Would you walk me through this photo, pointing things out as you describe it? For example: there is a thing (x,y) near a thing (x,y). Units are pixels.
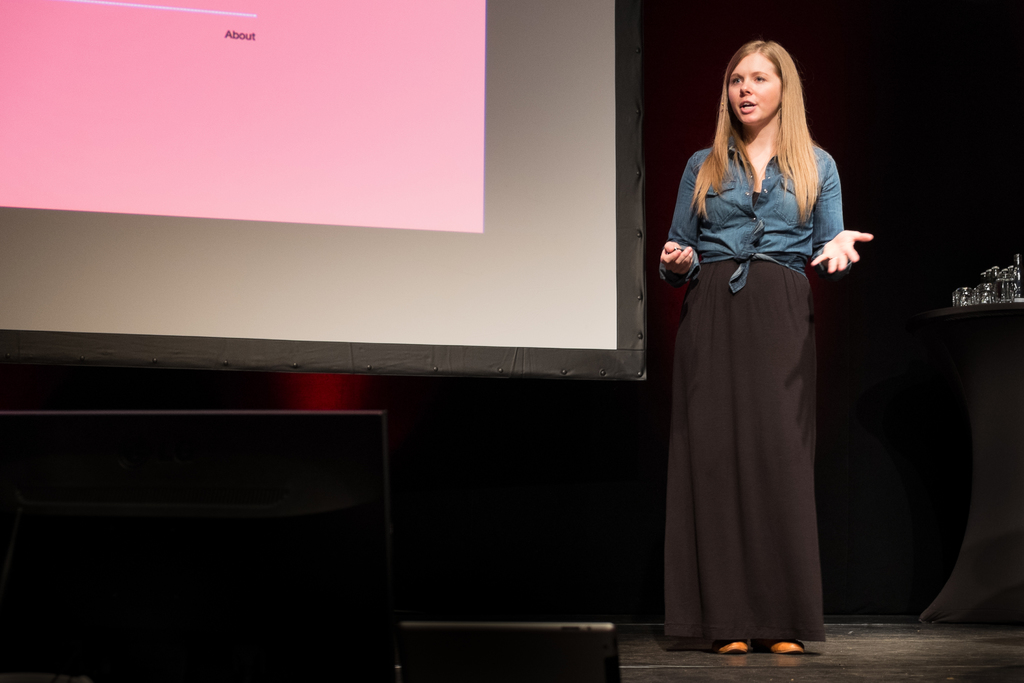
In this image, we can see a person (680,401) standing. We can also see a table (1001,308) with some objects (965,300) on the right (975,610). We can see the ground (969,629). We can see some black colored objects (208,593). We can see a projector screen (608,298) and the background (693,68) is blurred.
